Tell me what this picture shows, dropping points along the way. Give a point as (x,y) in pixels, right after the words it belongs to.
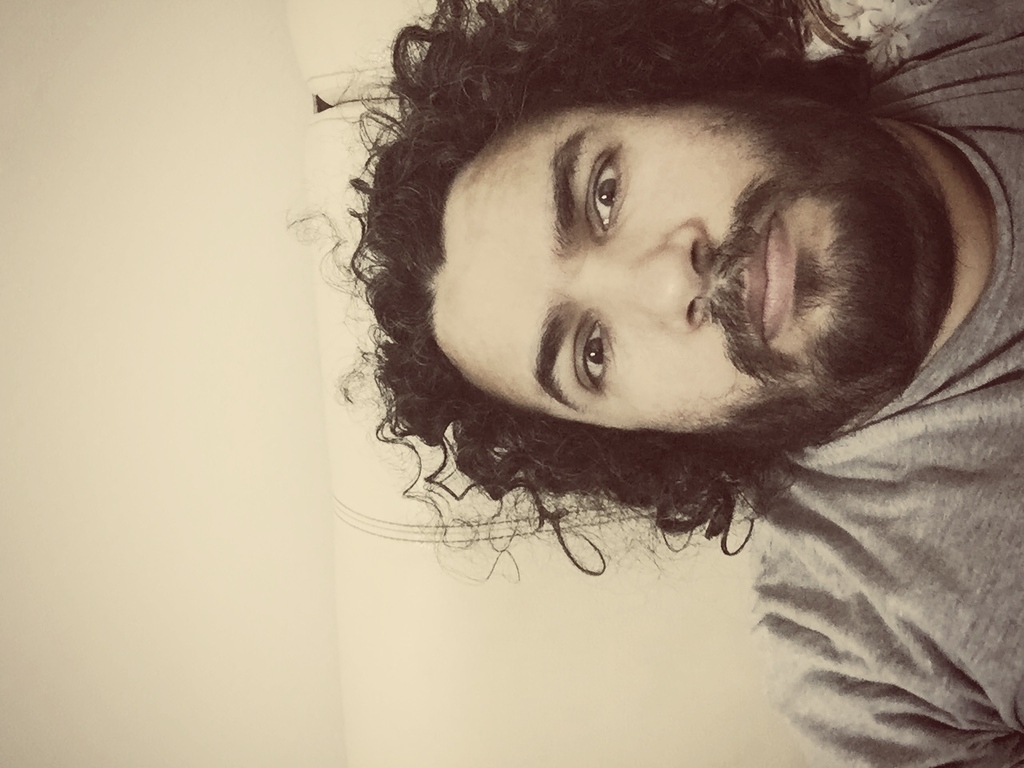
In this picture there is a person (923,431) wearing ash color T-shirt (895,586) is in the right corner (919,543).
